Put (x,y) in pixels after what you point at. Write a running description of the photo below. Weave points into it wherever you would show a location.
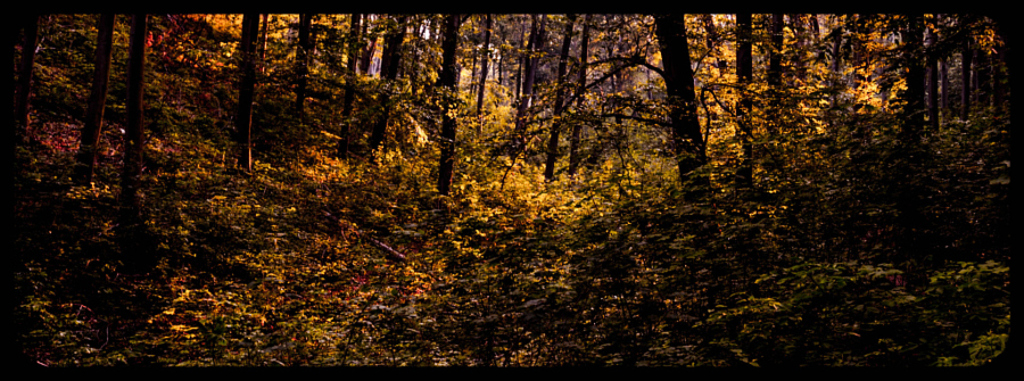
In the picture I can see trees (669,127), plants (450,235), the grass (323,261) and some other objects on the ground (361,161).
